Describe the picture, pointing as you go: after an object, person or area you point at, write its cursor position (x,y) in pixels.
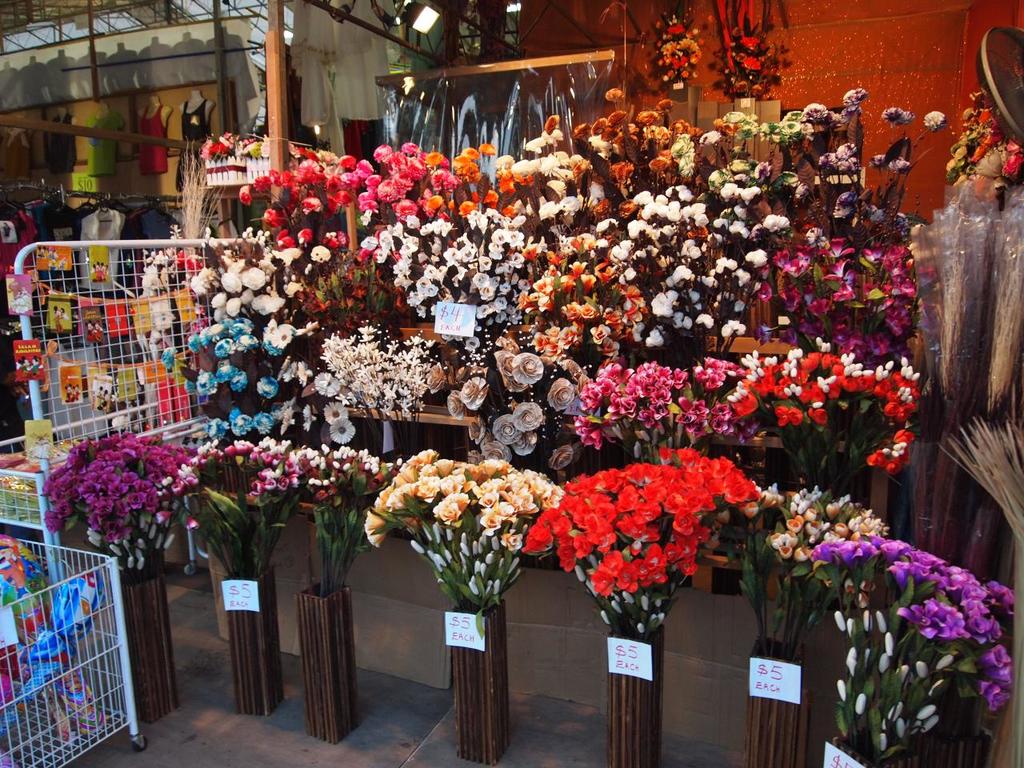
In the image we can see there are many flower bouquets (331,477) and there are many different colors of flowers (363,281). This is a floor (390,726), shelves (437,414), fence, pole (269,72), price tag (649,660), wall (883,74), body mannequin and a roof (47,8).
